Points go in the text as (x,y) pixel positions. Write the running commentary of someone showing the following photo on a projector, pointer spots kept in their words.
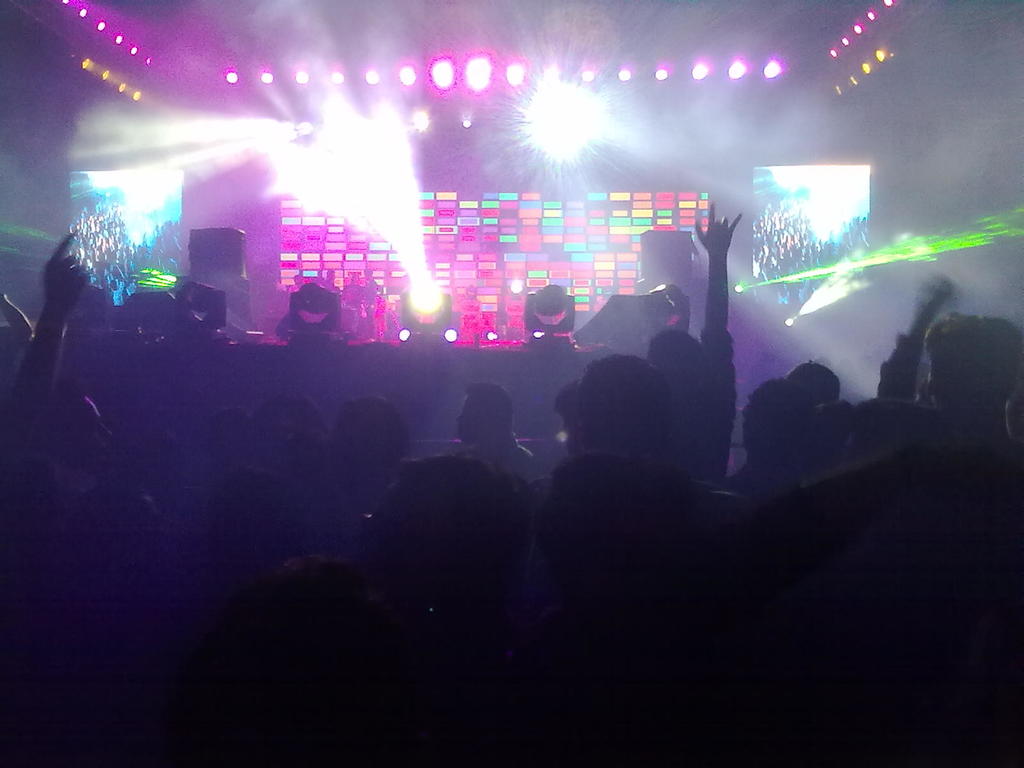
In this image in the middle (541,336) there is a disco light (369,222) and from left to right, there are people (647,395) who are enjoying.
